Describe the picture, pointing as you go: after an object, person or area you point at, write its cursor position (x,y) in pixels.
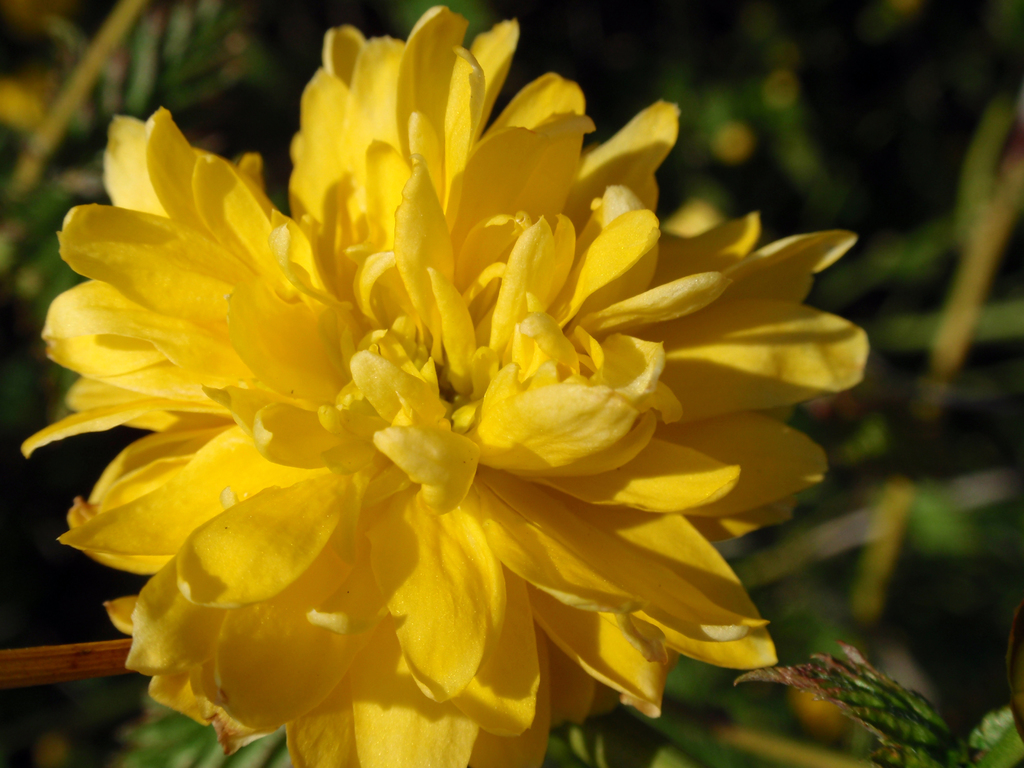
In the center of the image (568,418), there is a flower (413,406) and in the background (831,410), there are plants (851,664).
